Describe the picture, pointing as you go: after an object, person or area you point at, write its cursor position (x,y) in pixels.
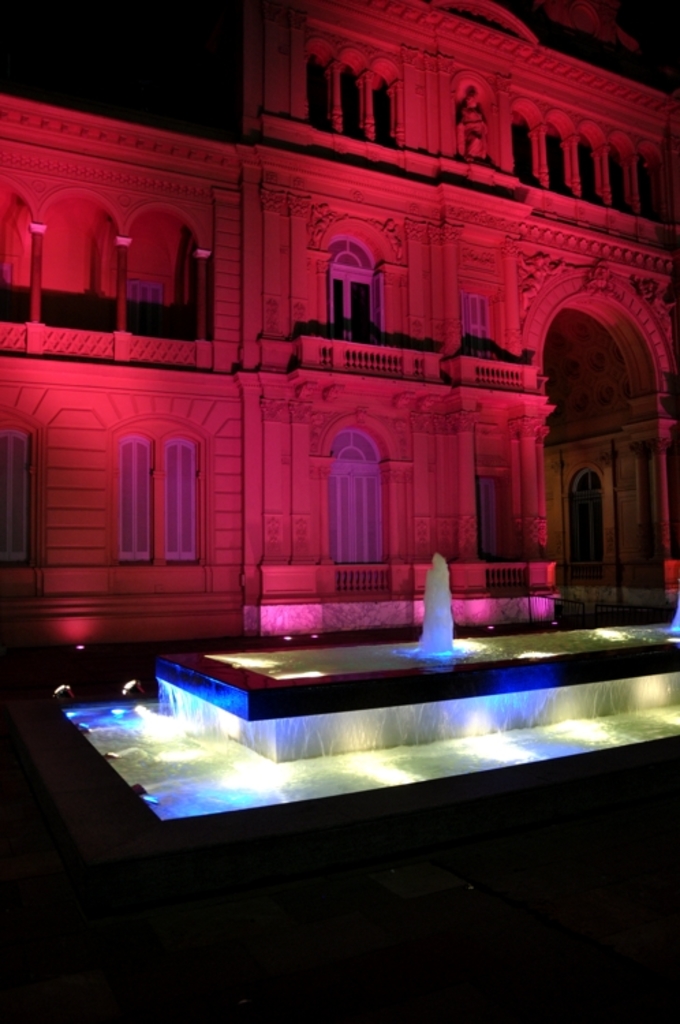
In the center of the image (369,670) we can see a fountain (412,653). In the background (400,515) there is a building (436,193), pillars (419,233), windows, sculptures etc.
